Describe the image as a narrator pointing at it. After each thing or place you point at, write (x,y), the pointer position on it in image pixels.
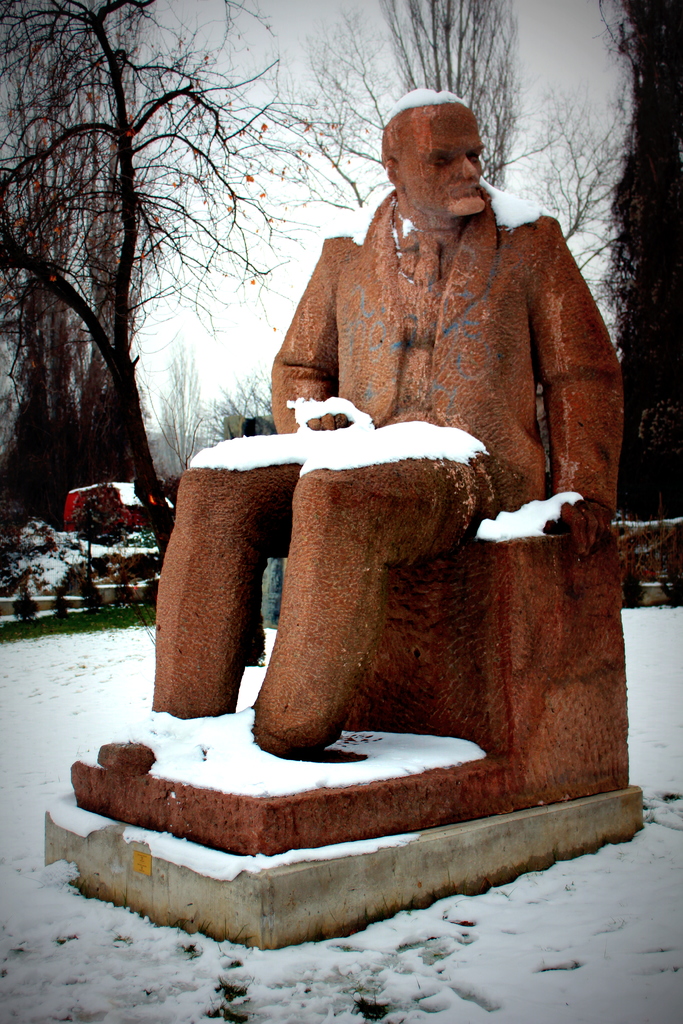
There is a sculpture (437,732) of a person (572,382) at the center (309,514), he is sitting. There is snow (549,983) around it. There are trees (680,254) at the back (549,128).
